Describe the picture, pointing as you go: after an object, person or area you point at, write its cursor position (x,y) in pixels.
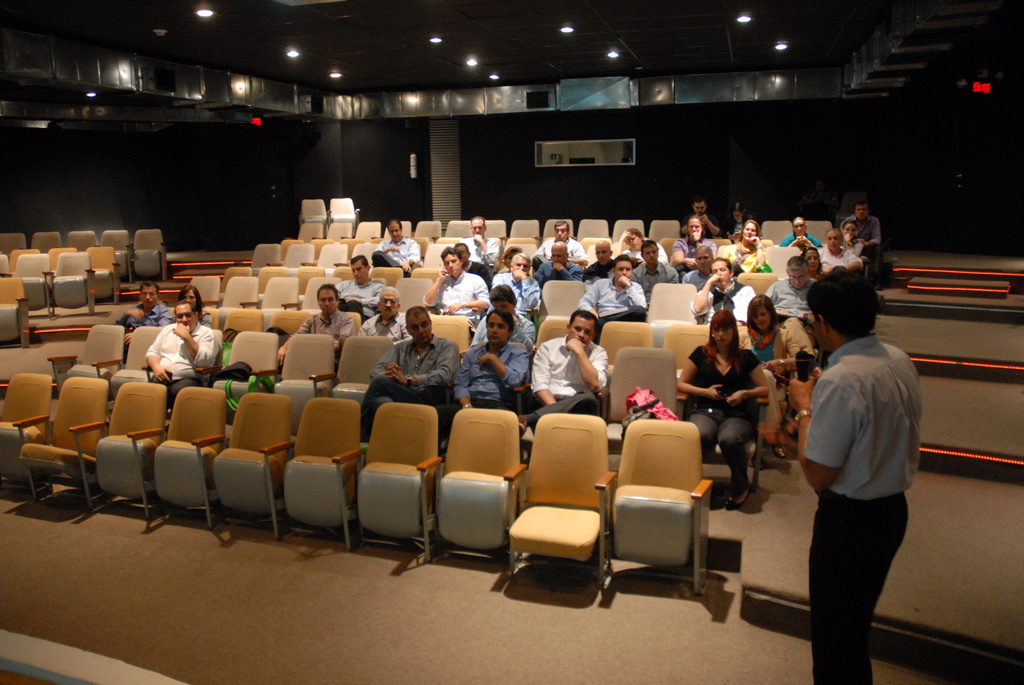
In this image i can see group of people (596,268) sitting in a chair (680,348) at right (871,405) a man (837,442) standing and holding a micro phone (802,362) at the back ground (727,148) i can see a wall (732,168), at the top (609,58) there are few lights (574,30), at right (964,398) there are few stairs (963,415).
